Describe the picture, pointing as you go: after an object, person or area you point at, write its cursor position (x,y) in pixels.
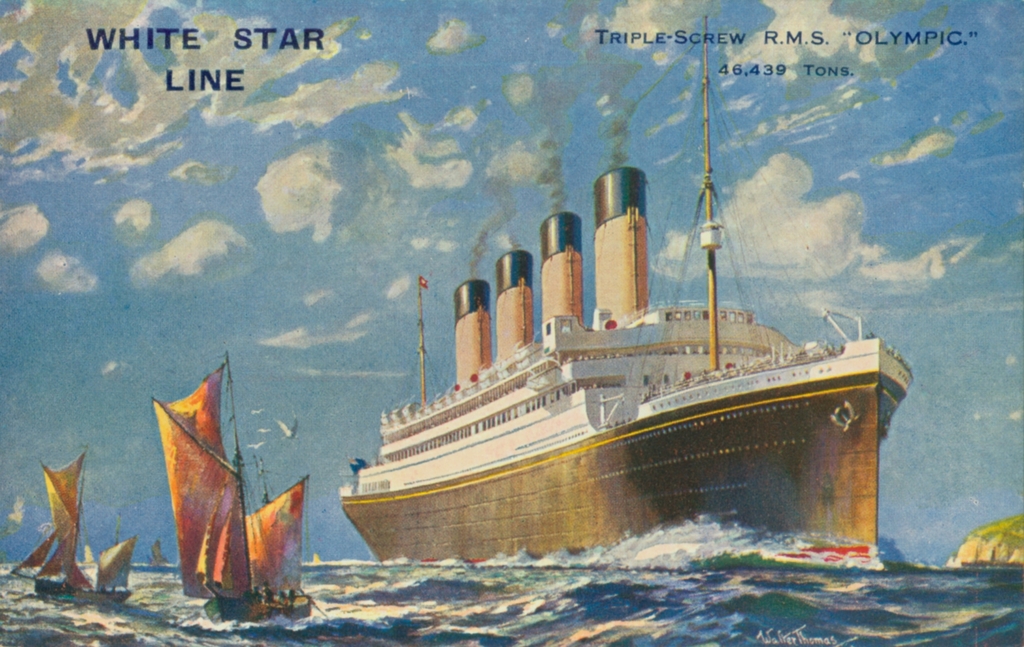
There is a ferry (612,457) on water (635,543) and there are few boats (212,580) beside it and there is something written above it.
